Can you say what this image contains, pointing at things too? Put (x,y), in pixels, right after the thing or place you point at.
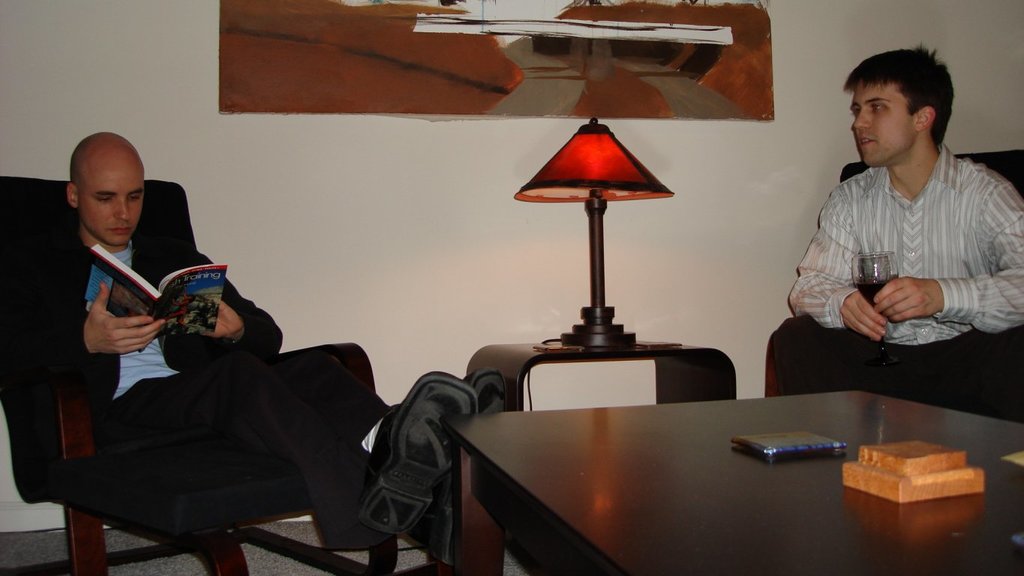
In this image we can see two people (875,209) sitting on a chair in a room (571,249), a person (319,381) is holding and reading a book (164,313), a person (883,307) is holding a glass (887,281), there are few objects (805,446) on the table (809,428) and a lamp (607,335) on the table (609,354) and there is a painting (487,113) on the wall (523,290).
